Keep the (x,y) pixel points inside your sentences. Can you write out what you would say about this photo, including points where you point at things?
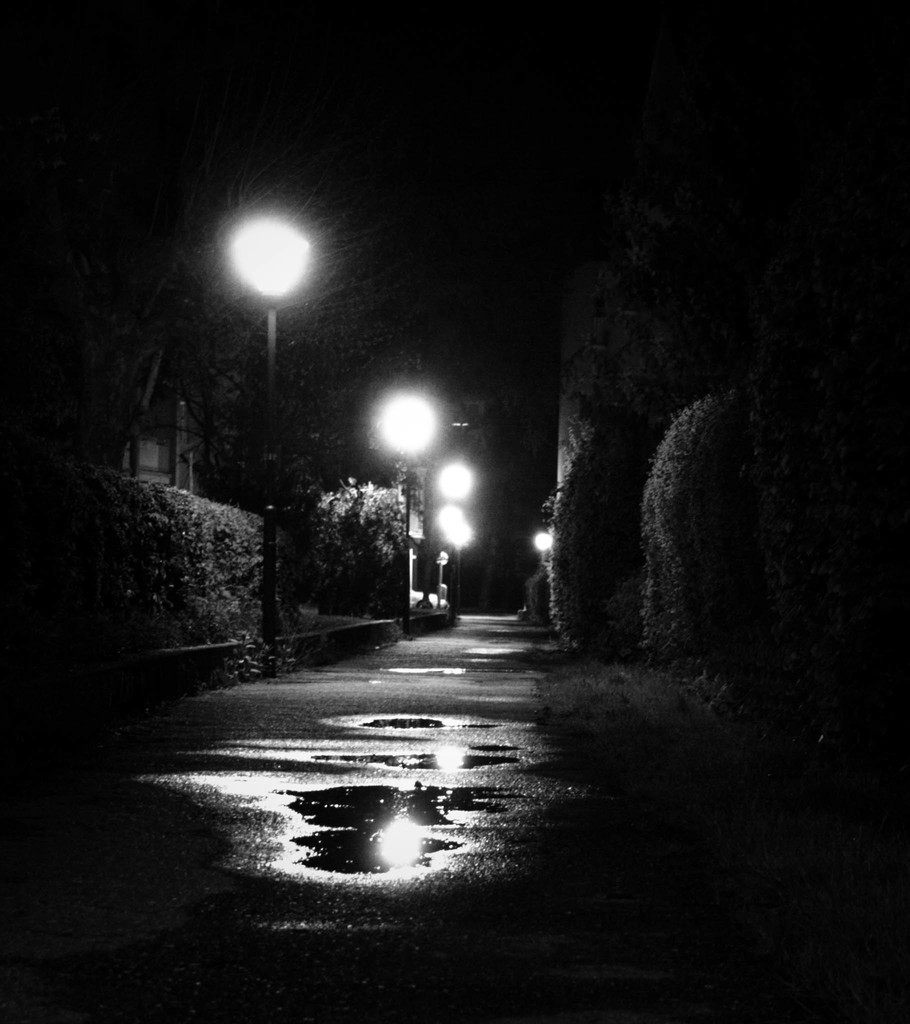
In the image we can see a many trees (392,485). There are street lamps (268,284) on the road (378,663). There is a some water (404,795) on the road (452,785).
